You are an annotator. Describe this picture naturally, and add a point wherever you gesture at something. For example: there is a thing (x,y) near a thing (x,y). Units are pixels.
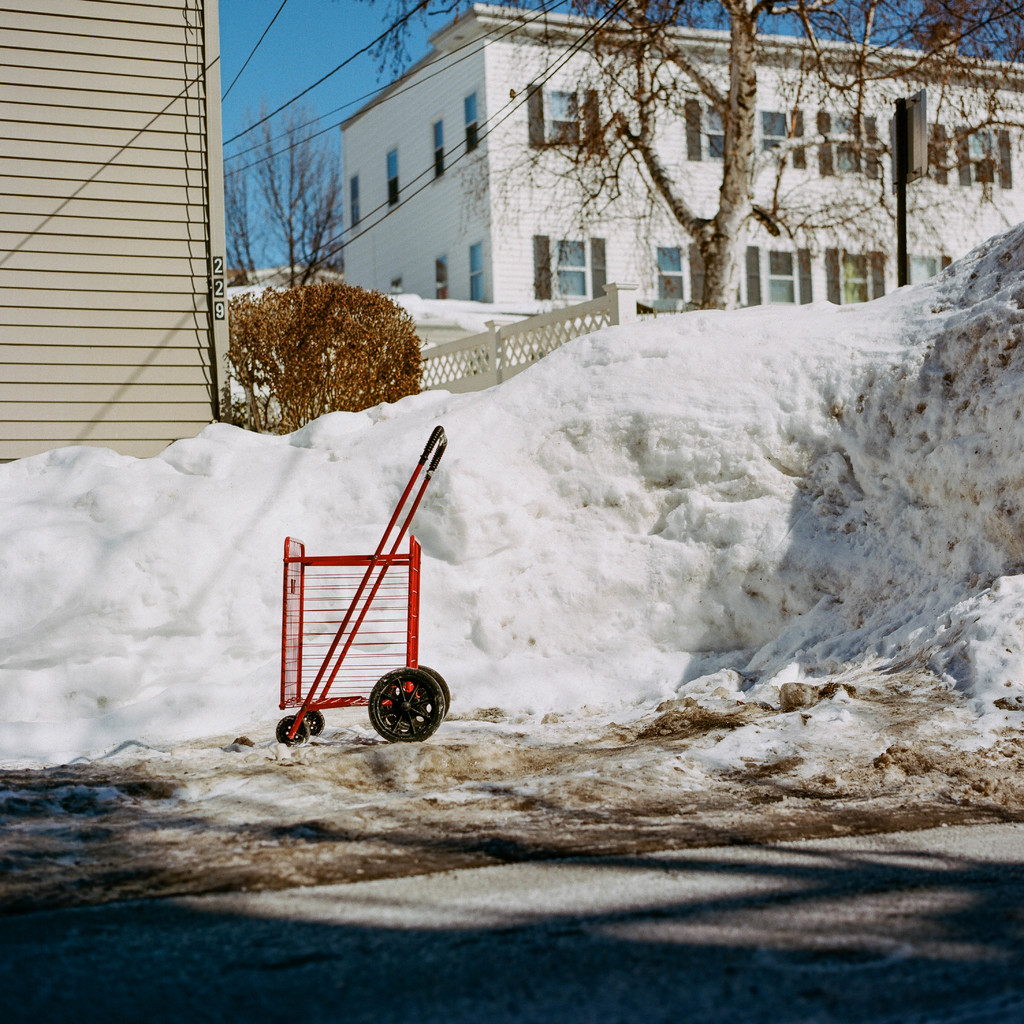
In this image I can see snow (425,510), a red colour trolley (407,646), shadows (869,995), few trees (729,246), few buildings (529,199), wires (404,20), a pole (903,141), a board (908,106), windows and the sky (310,83) in the background (321,34).
